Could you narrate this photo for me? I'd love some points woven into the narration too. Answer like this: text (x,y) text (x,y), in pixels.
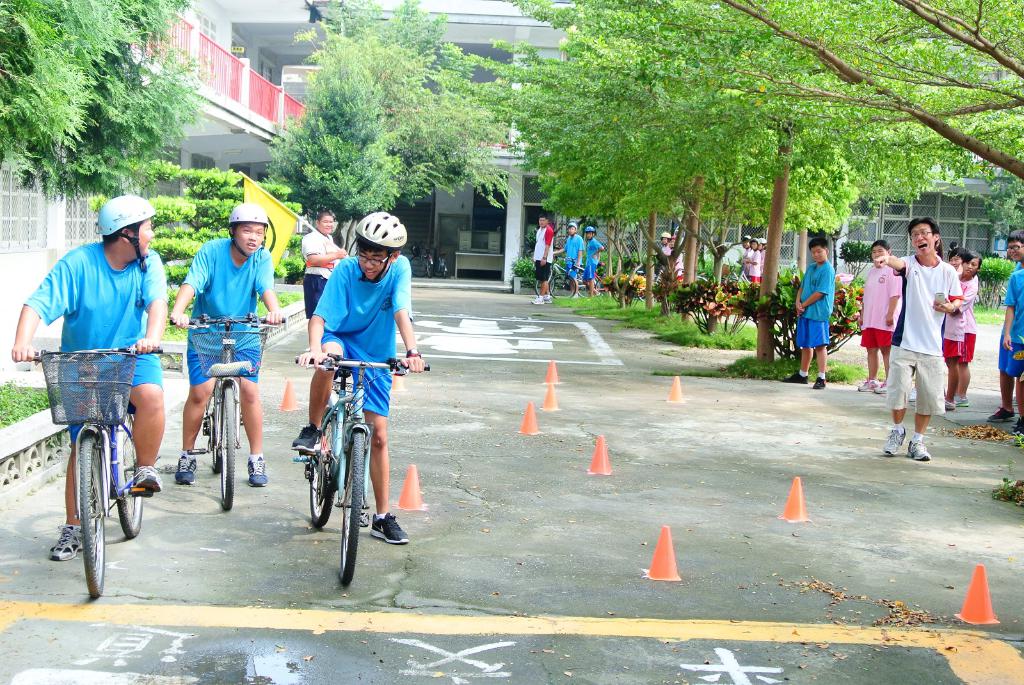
This image is taken in outdoors. In this image there are few people (547,264) standing on the road (805,407) and few of them are riding a bicycle (234,341) wearing helmets (124,212). At the bottom of the image (474,574) there is a road (330,609) with safety cones (799,516) on it and a man (323,235) is standing on the road (276,351) holding a flag (272,232) in his hand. In the background (983,237) there is a building (245,76) with railing (232,83), windows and pillars (518,221).
